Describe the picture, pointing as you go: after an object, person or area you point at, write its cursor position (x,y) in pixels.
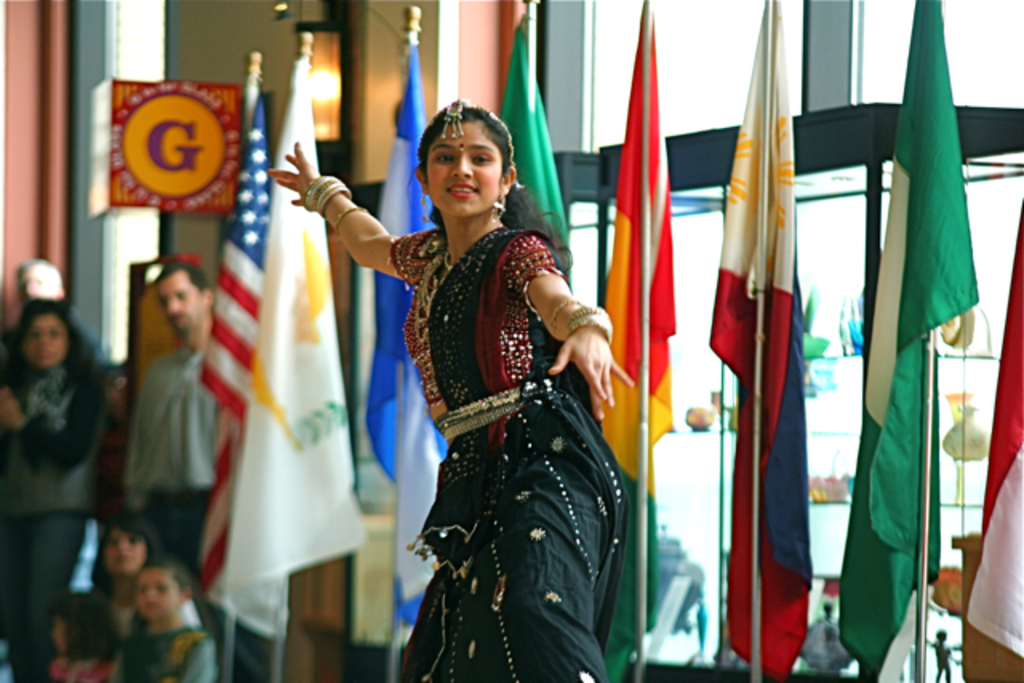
In this image in the center (564,308) there is a woman (519,387) dancing and smiling. In the background (307,260) there are flags (736,271), there are persons (80,396) standing and sitting and there is a board (187,160) with a text (185,161) and there is a glass shelf (828,316) and in the shelf (693,499) there are objects (971,404).
